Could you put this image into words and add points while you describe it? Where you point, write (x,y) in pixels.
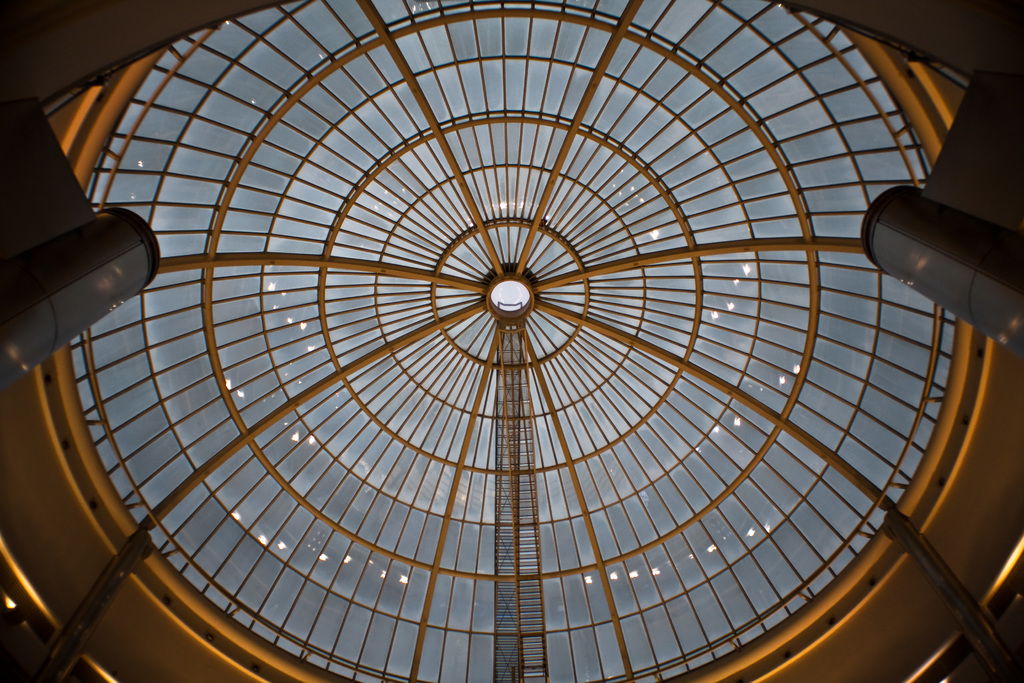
On the left (99,275) and right side (990,247) we can see objects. In the background (357,395) we can see glass roof (259,392), poles (243,434) and wall (969,535).
